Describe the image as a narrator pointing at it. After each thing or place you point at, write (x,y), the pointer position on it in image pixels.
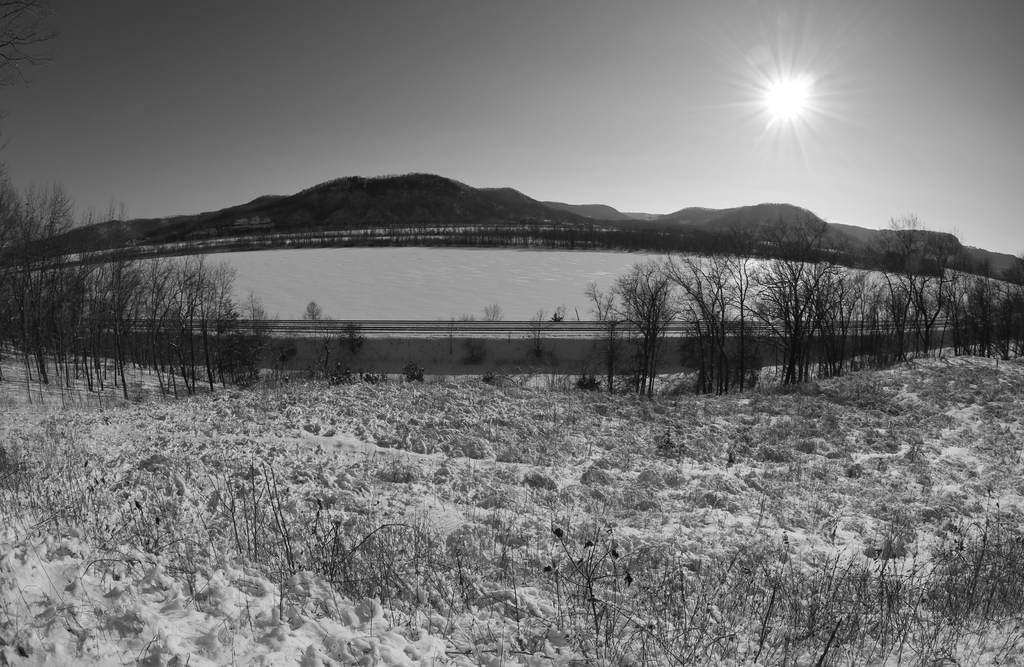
In this picture there is a black and white photograph of river water (301,319). Behind there are some dry trees (908,305) and mountains (143,223). Above there is a clear sky (513,109).
